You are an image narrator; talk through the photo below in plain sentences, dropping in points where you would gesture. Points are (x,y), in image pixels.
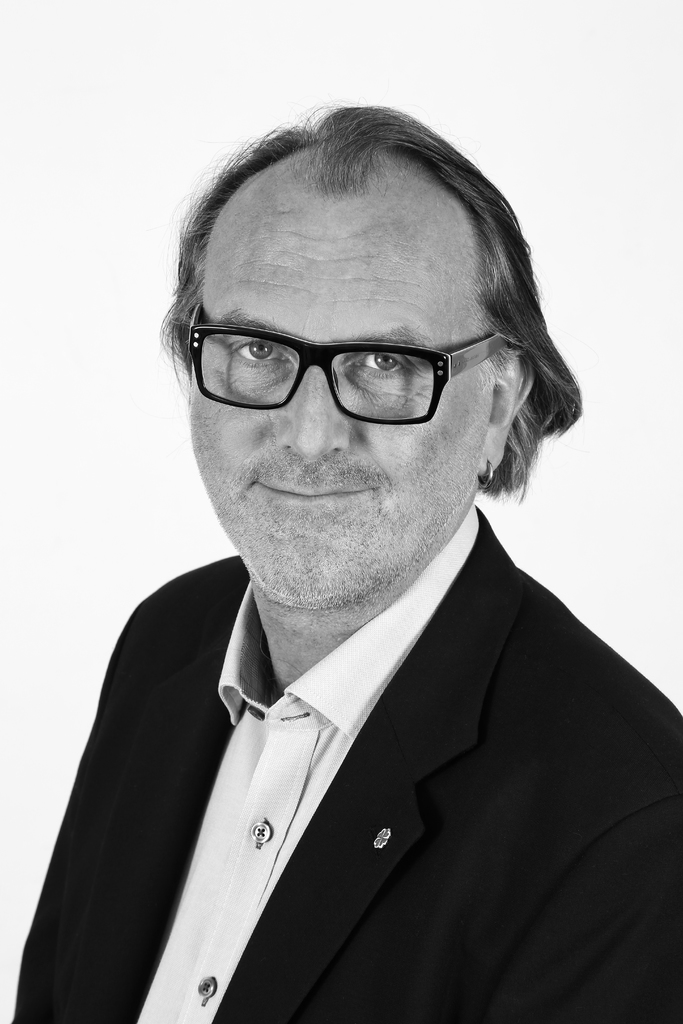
It is a black and white image, there is a man (232,423) posing for the photo. He is wearing spectacles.
